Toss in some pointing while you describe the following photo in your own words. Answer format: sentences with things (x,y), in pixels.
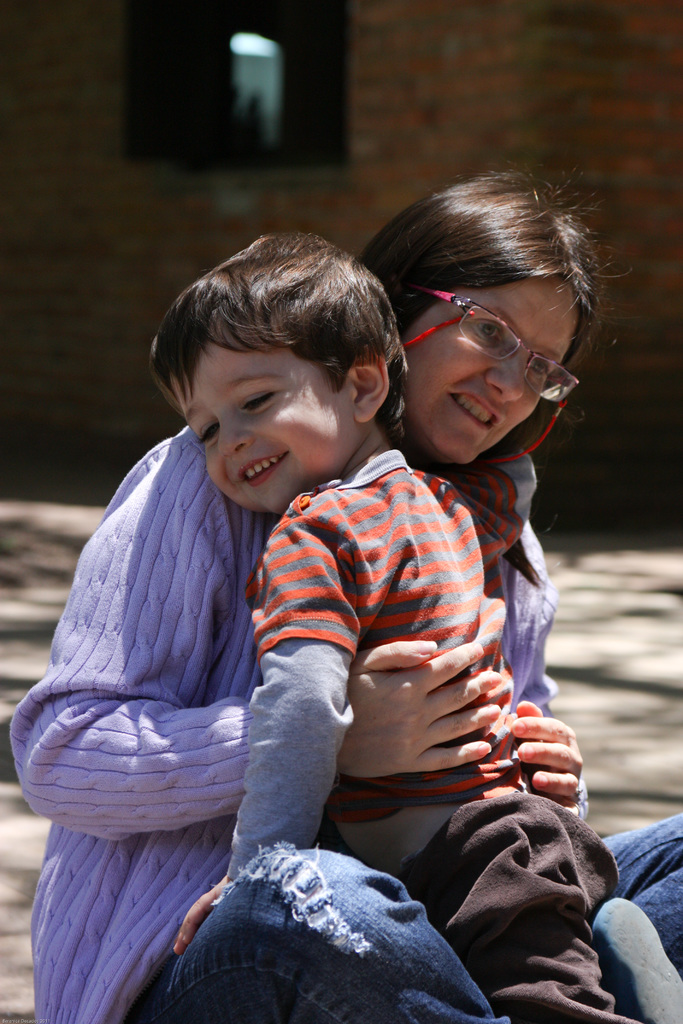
In this picture I can see there is a woman (456,441) sitting and she is wearing a purple sweater (171,652) and she is hugging a boy (272,385) and she is having spectacles (540,376) and looking at right side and the boy (262,432) is smiling and looking at left side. In the backdrop (357,129) there is a building (602,159) and it has a window (308,116). The backdrop (141,180) is blurred.
